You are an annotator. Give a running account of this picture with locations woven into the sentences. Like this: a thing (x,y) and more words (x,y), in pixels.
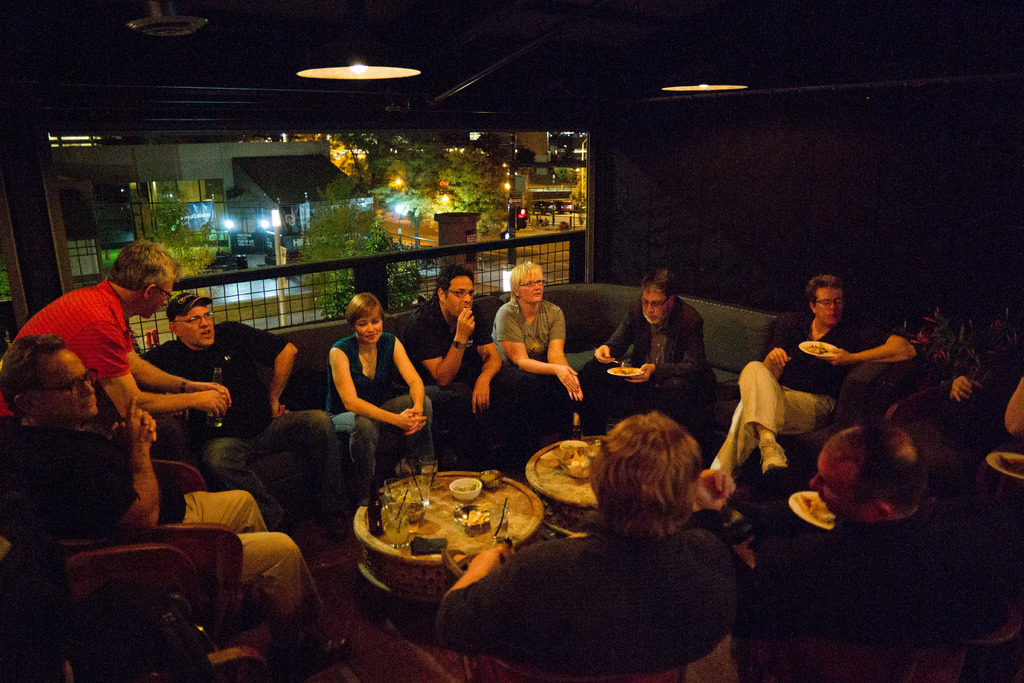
In this image i can see there are group of people (439,320) sitting on the couch (870,380) in front of a table (495,490). I can also see there are few building (289,181) and trees (450,188) and a road (527,230).
